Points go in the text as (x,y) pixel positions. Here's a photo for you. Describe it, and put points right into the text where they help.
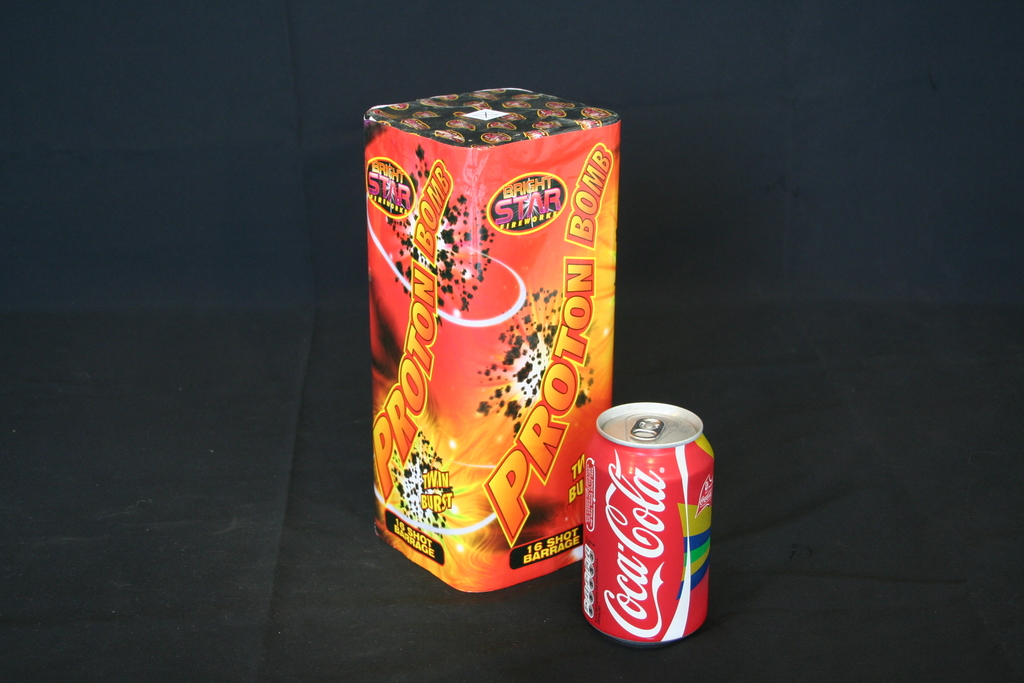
In this picture there is a box (458,383) and there is a tin (657,429) and there is text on the box (445,438) and on the tin (693,549). At the bottom (251,465) it looks like a black color cloth (719,50).
